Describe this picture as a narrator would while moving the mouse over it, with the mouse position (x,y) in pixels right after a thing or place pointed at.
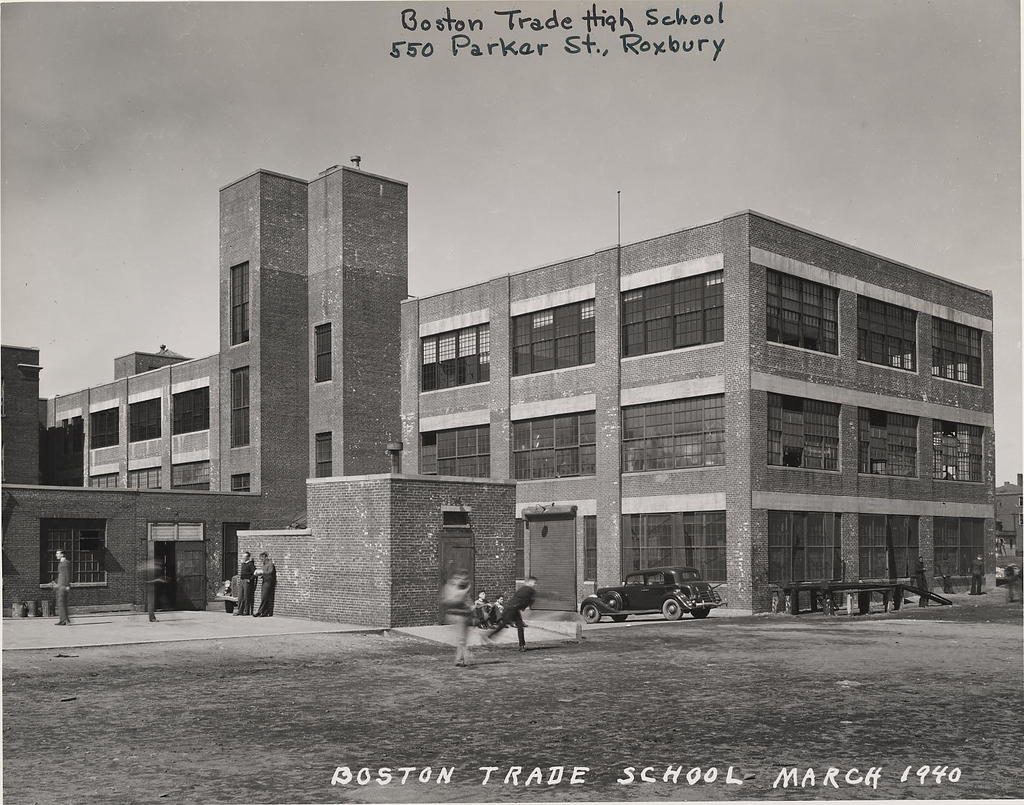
In this picture from left to right there is a high school (291,283) and in the middle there are some people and the background (395,85) is the sky (533,76).
